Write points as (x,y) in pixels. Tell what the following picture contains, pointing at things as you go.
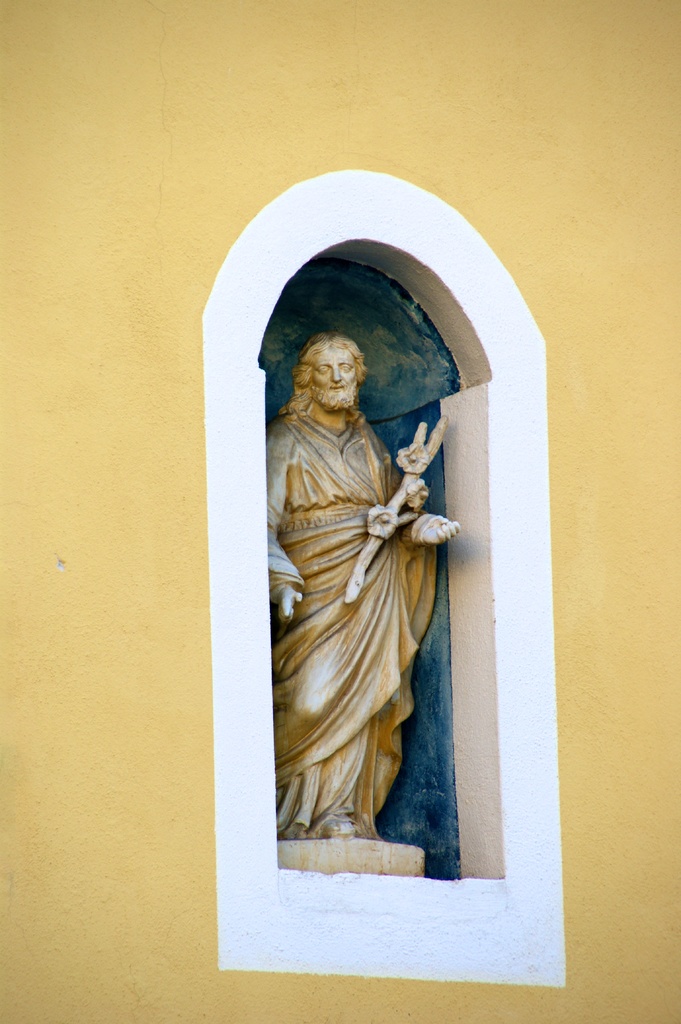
In this image we can see a statue (307,511) and a wall (235,524).
